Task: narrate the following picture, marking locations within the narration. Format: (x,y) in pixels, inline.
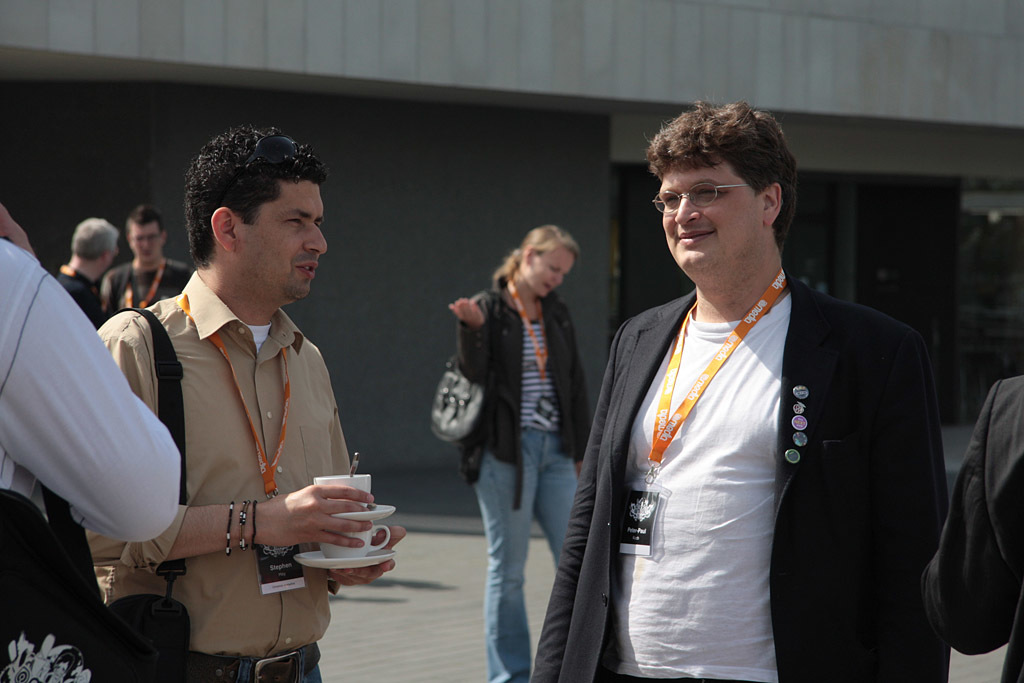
In the foreground of the picture (762,269) I can see two men (787,422). There is a man (328,405) on the left side (202,401) is wearing a shirt (225,384) and he is carrying a bag (181,438). He is holding the cups (342,484) in his hands (342,494) and looks like he is speaking. I can see another man (769,477) on the right side (769,458) is wearing a suit (824,417) and there is a smile on his face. I can see a tag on his neck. In the background (501,564), I can see two men (113,294) and a woman (490,388).
